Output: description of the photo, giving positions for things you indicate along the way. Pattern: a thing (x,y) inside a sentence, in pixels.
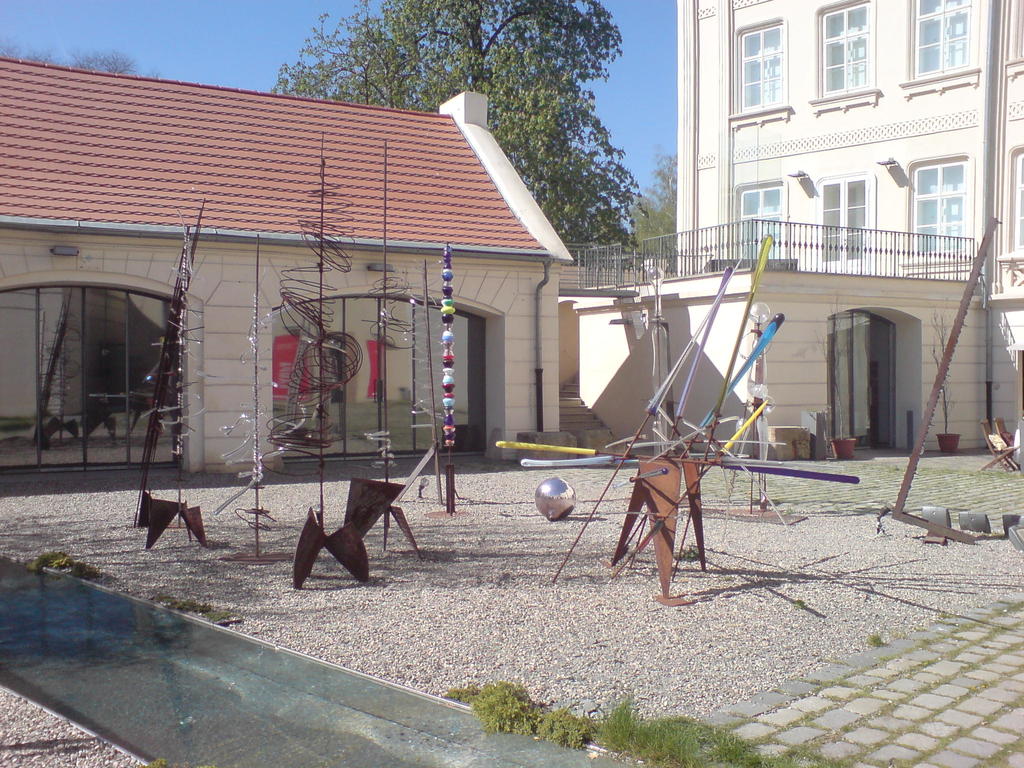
In this picture we can see sticks (662,581) and some objects (671,597) on the ground (494,545), here we can see house plants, buildings (967,202) and we can see trees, sky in the background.
